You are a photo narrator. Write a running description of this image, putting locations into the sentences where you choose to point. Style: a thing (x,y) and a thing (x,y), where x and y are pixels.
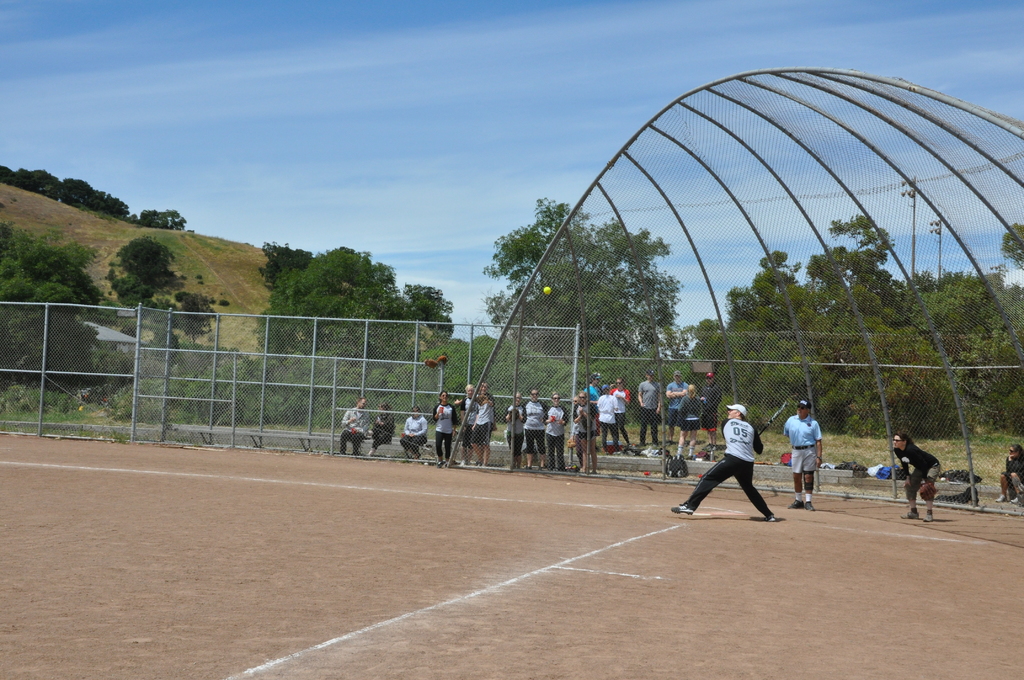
In this image in the center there is a man (733,450) standing and playing and on the right side (902,469) there is a person (919,470) in the squatting position and in the background (477,422) there are persons (509,419) standing and sitting. There is a fence (287,391) and there are trees (505,314) and the sky (512,102) is cloudy.
